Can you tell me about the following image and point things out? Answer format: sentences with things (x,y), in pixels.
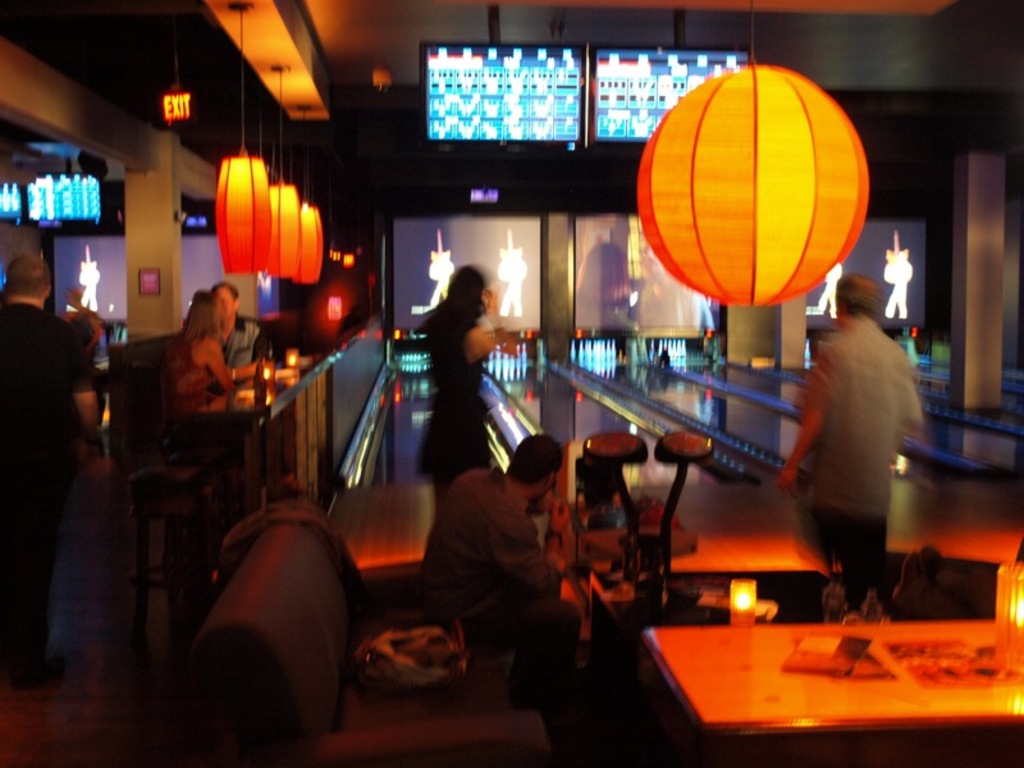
On top (560,77) there are screens (601,101). These persons (525,578) are sitting. These 3 persons (842,395) are standing. On a table (749,707) there is a book (844,643).
